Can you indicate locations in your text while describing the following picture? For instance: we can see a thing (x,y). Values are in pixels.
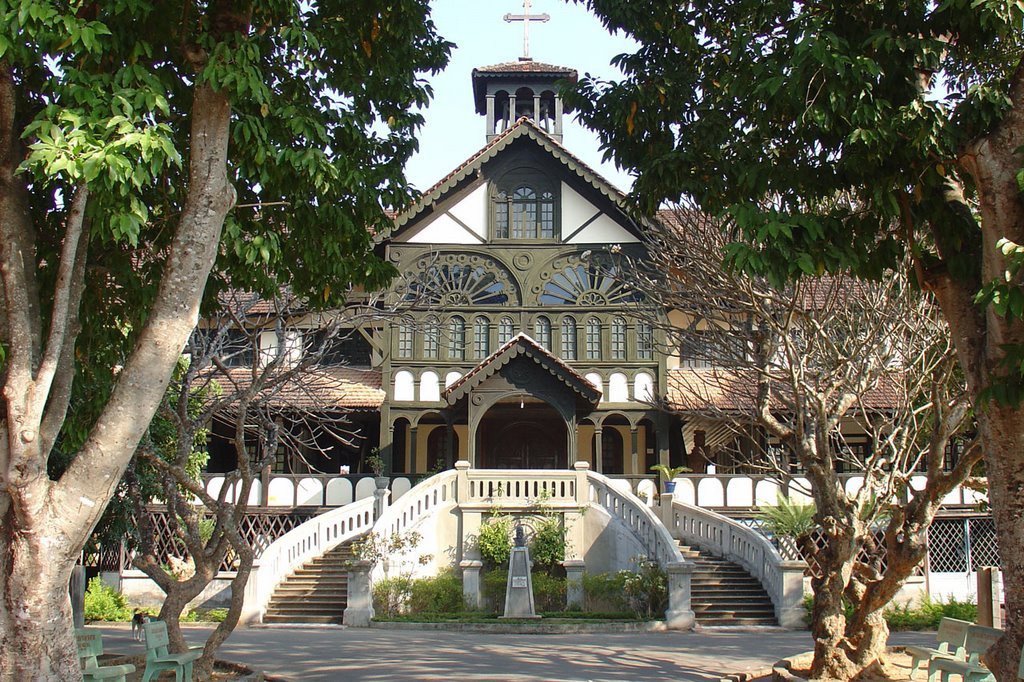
In this image we can see benches (983,675), plants (110,598), trees (965,149), dog (143,636), road (431,649), and a building (632,251). In the background (453,98) there is sky (465,107).
